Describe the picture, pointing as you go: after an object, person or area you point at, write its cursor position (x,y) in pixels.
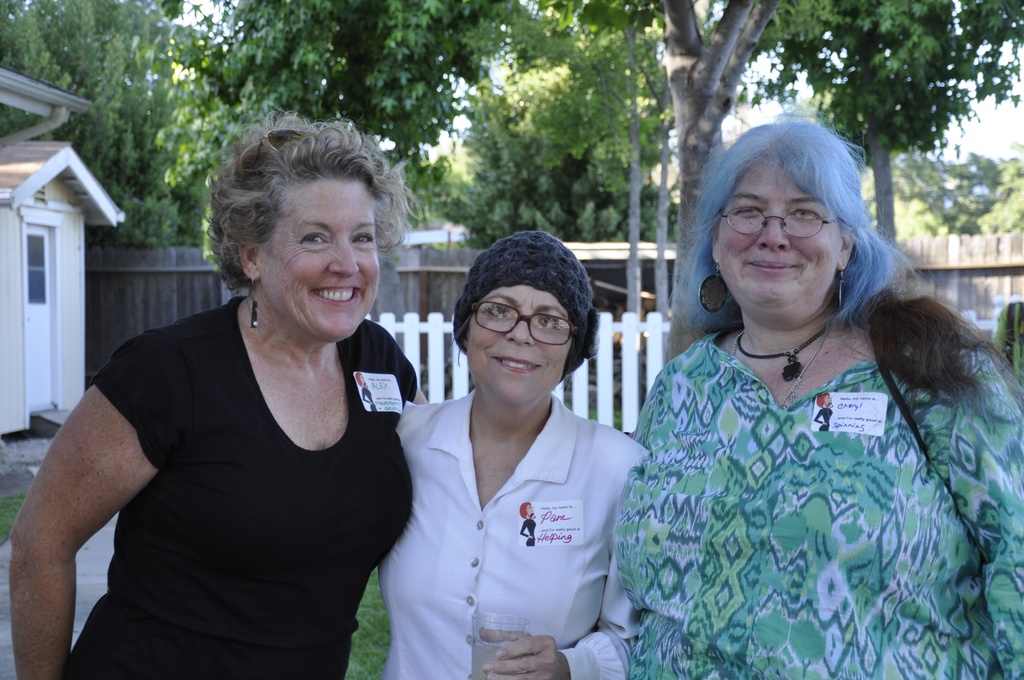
In this image there are three women (579,507) standing as we can see in middle of this image (569,328). the left side person (260,545) is wearing black color t shirt (222,532) and the middle one (451,559) is wearing white color dress (540,581) and there is a fencing gate (429,349) in the background (431,328) which is in white color and there is a house (61,240) at left side of this image (55,290). and There are some trees (220,108) at top of this image (602,130).
